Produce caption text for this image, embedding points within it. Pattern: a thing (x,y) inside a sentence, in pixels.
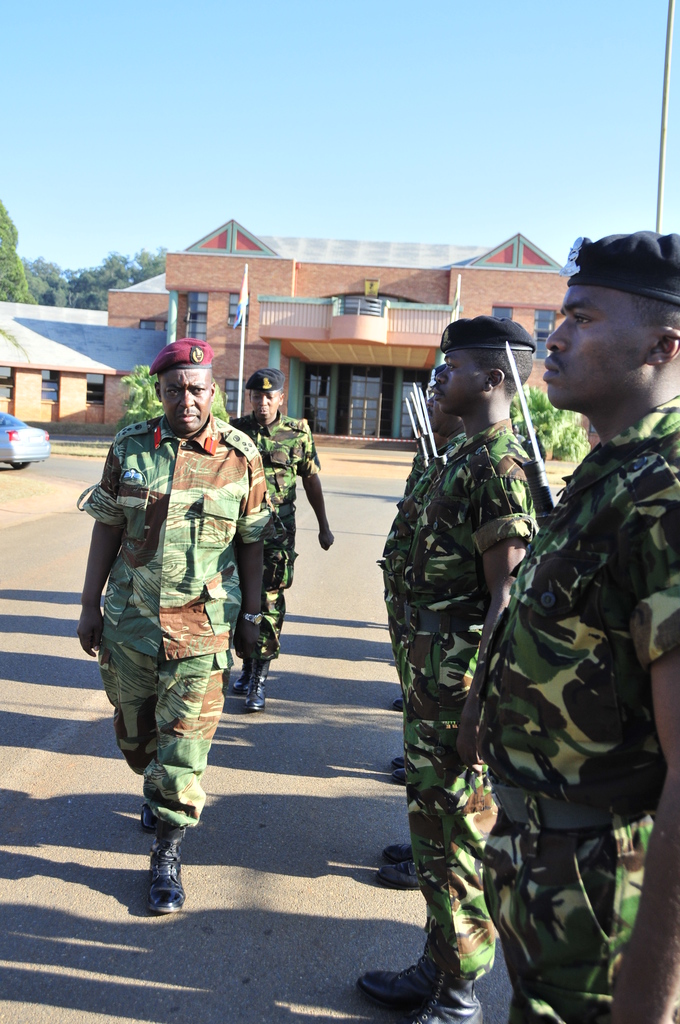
In the middle of the image (227,460) on the road (14,566) there is a man (175,643) with green and brown color uniform (193,514) and also there is a maroon color cap (183,351) on his head (184,395) is walking on the road (312,610). Behind him there is a man (278,473) with green uniform (283,586) and a black cap (255,388) on his head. To the right side of the image (539,573) there are few men (487,616) with green uniform (544,547) and black cap (522,344) on their heads (503,356) is standing on the roads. In the background (512,291) there is a house building (506,285) with roofs (399,267), walls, windows (375,391) and pillars (396,379). And to the left side of the image (16,447) there is a car (21,429) on the road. To the top of the image (239,104) there is a blue sky (353,110).
